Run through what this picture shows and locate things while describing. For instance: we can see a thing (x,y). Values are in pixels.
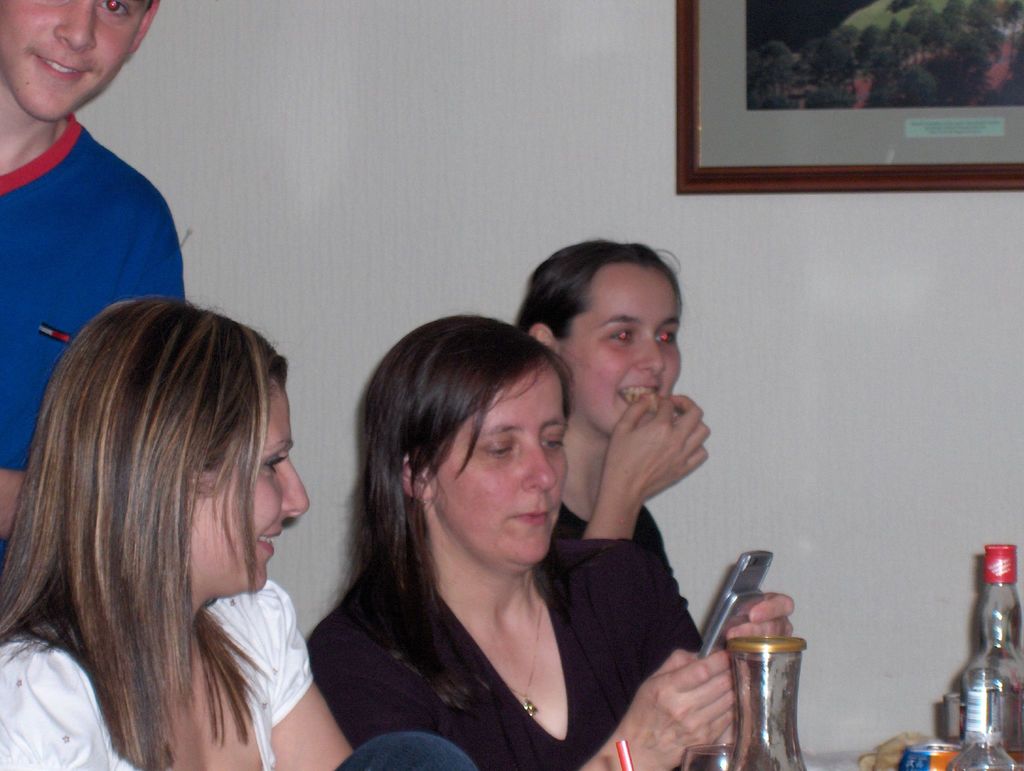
A picture (741,100) on wall (673,101). Left side of the image (64,199) a person (64,159) is standing and smiling. In-front of this person (46,258) three women (215,684) are sitting. Middle woman (599,558) is looking towards her phone (725,606). In-front of them there are bottles (764,739). Last woman (627,312) is eating, as we can see her hands (660,426) near her mouth (640,396).
